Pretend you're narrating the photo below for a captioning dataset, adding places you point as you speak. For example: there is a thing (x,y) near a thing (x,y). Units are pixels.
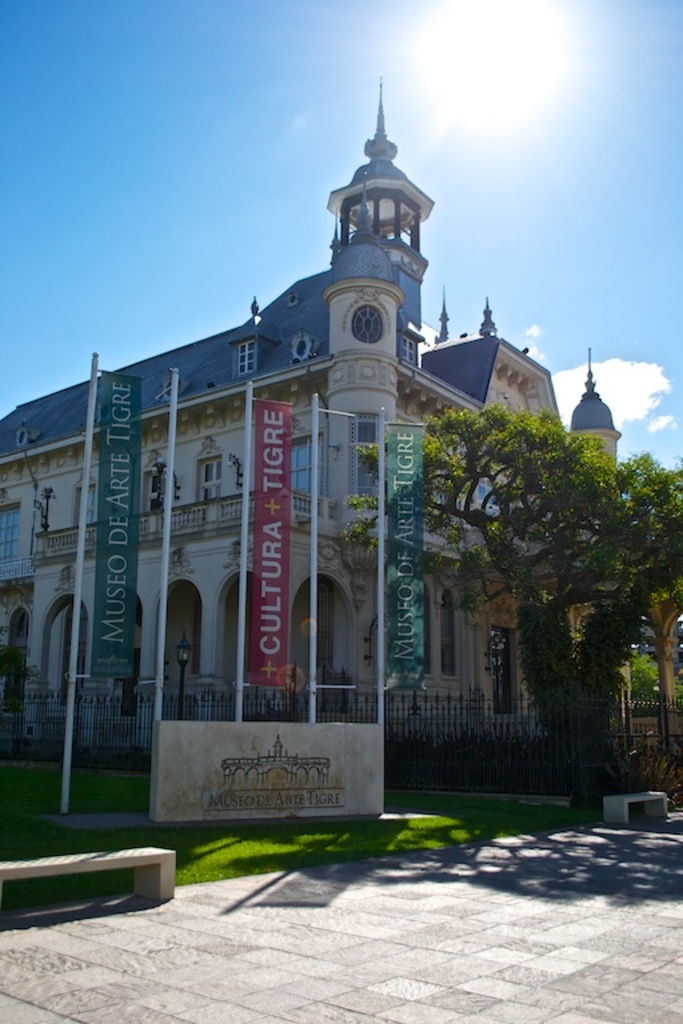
This picture is clicked outside the city. Here, we see a building (190,645) in white and blue color. In front of that, we see the poles (66,750) and banners (115,601). These banners (115,580) are in green and red color. We see some text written on the banners (275,683). In the background (623,480), we see trees (469,442). At the top of the picture (264,208), we see the sky (306,140) and the sun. It is a sunny day.
